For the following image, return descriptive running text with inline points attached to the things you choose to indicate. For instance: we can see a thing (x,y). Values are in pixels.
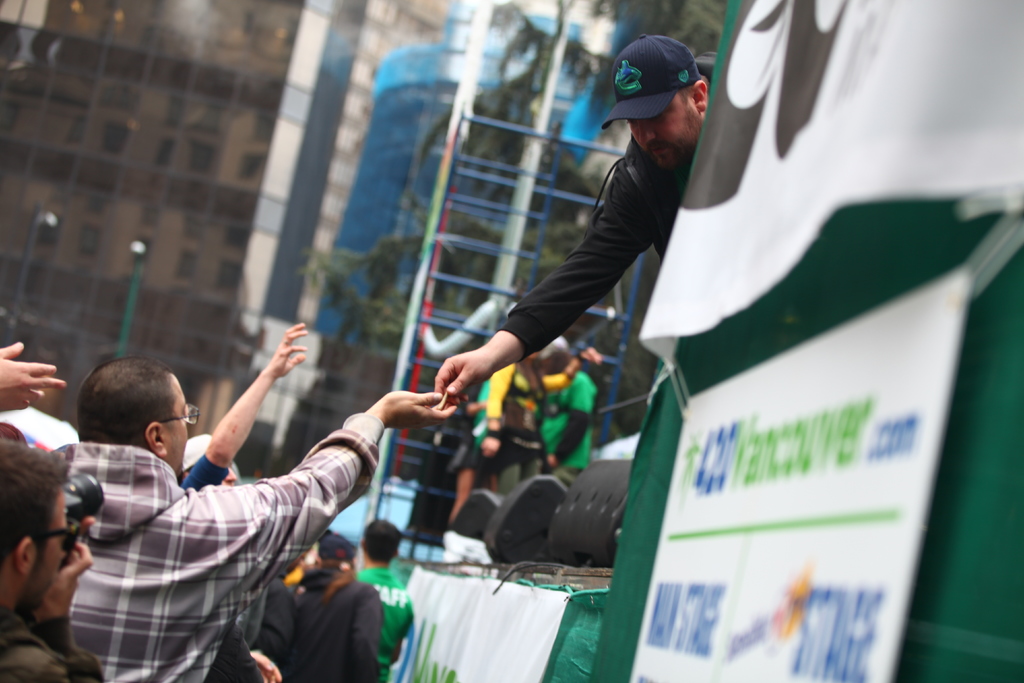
In this image there are few people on the road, few people (518,366) near the ladder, a person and black color objects (581,540) on the stage (584,593), there are buildings (574,113) and a tree (508,146).
